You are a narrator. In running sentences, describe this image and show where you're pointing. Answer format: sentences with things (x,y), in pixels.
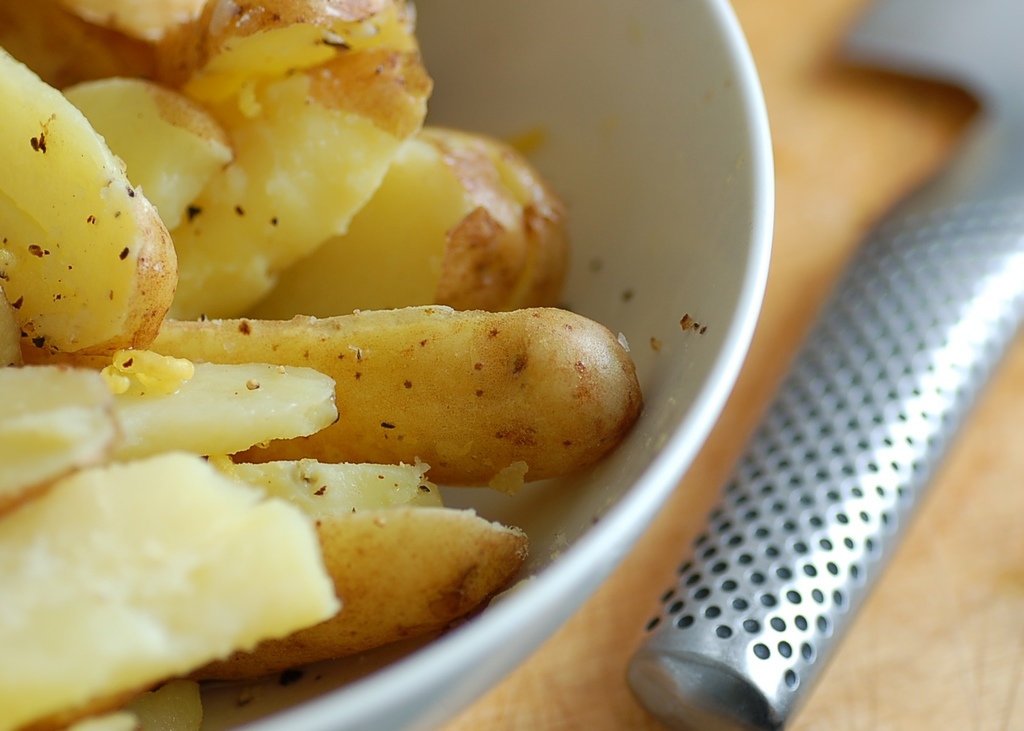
On the left side of this image (325,166) I can see a white color bowl (741,260) which consist of potato slices (231,339). This is placed on a table (928,607). Beside this bowl (709,319), I can see a metal object (823,481).
